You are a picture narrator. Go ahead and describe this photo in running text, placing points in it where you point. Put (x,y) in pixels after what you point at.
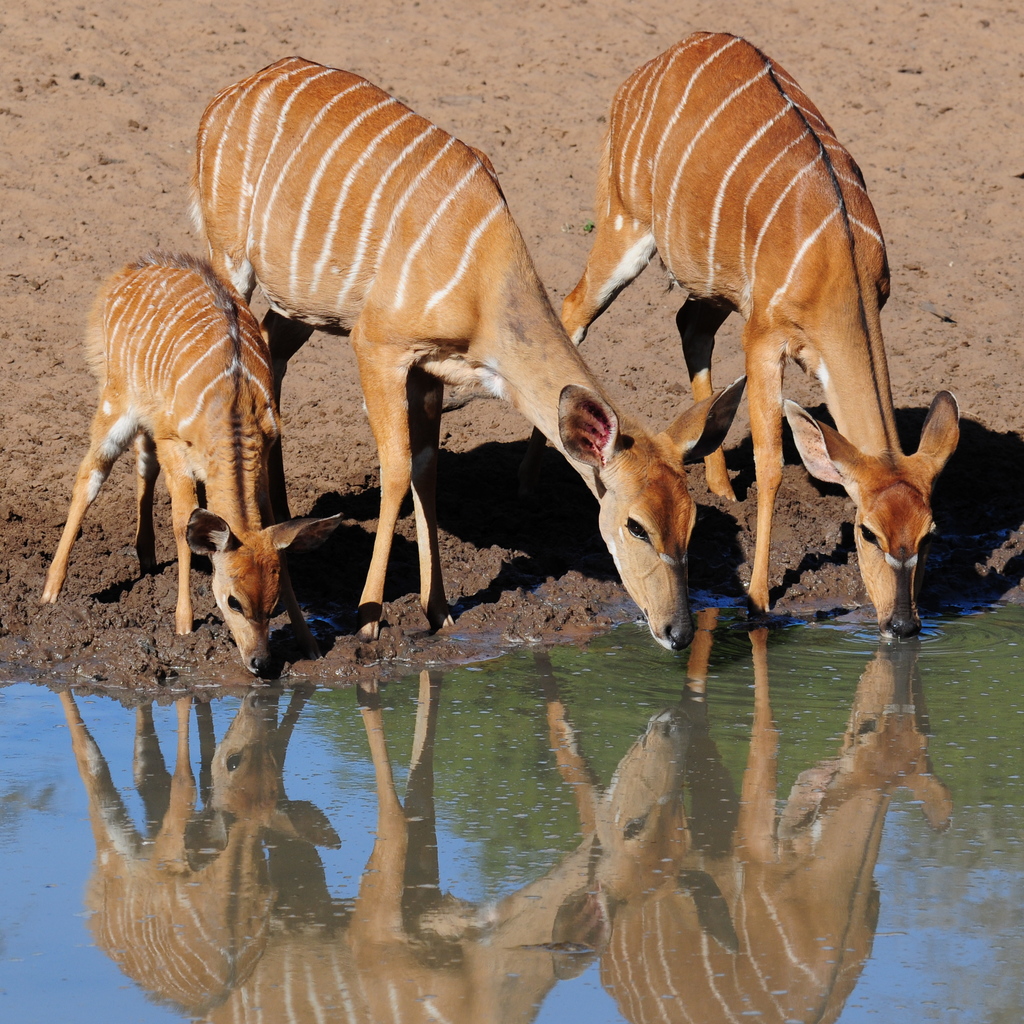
In this picture I can see the animals (445,242) on the surface (577,224).
